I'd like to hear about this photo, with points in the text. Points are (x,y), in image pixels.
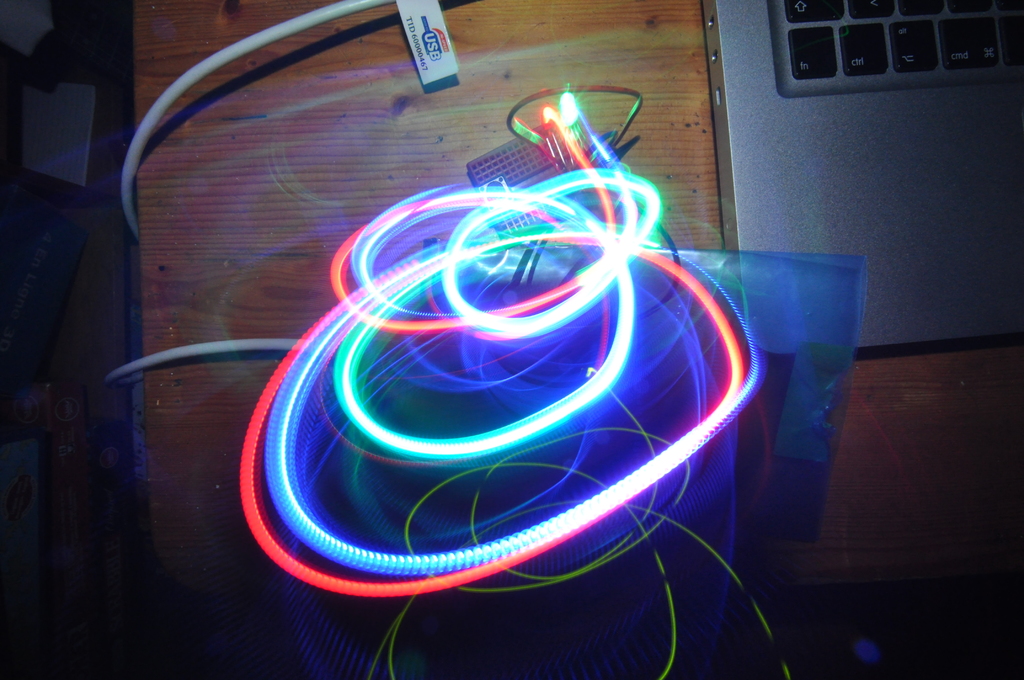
In the center of this picture (595,247) we can see the lights (577,158) and the cables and a black color object (527,166) which seems to be the bread board (494,158) and we can see a laptop (734,108), table (282,131) and some other objects (82,555).
